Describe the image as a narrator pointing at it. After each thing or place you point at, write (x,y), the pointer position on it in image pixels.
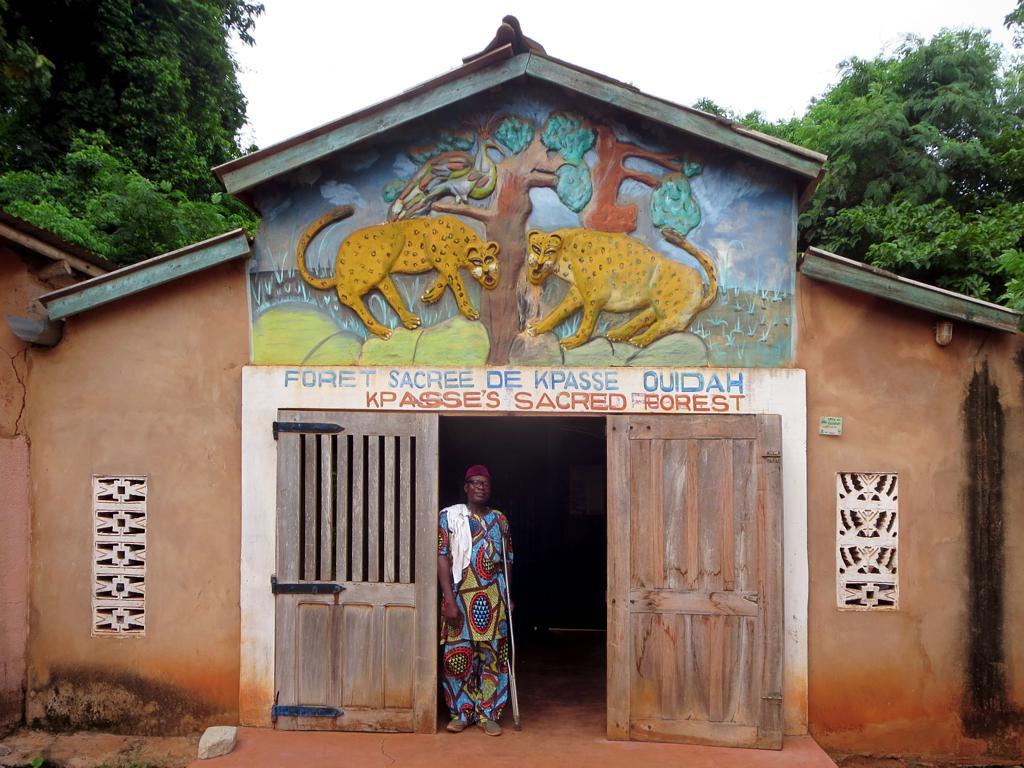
In this image I can see a person (498,584) wearing dress (480,591) which is blue, yellow and red in color is standing and holding a stick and I can see a white colored cloth (469,550) on him. In the background (390,419) I can see a house (180,396) and on the house (777,467) I can see the sculpture (484,229) of two leopards (474,259) and a tree (564,194) and I can see few trees (198,45) and the sky (747,60) in the background (696,66).
